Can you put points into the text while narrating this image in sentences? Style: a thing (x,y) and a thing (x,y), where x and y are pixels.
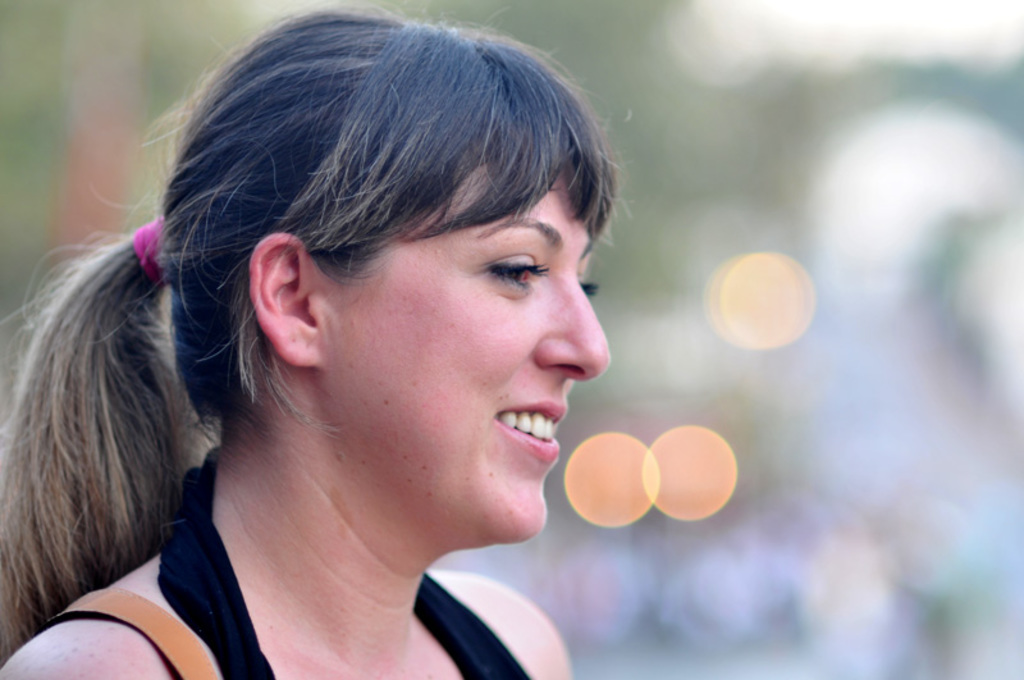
This picture shows a woman (453,429) with a smile (528,424) on her face (545,391).
